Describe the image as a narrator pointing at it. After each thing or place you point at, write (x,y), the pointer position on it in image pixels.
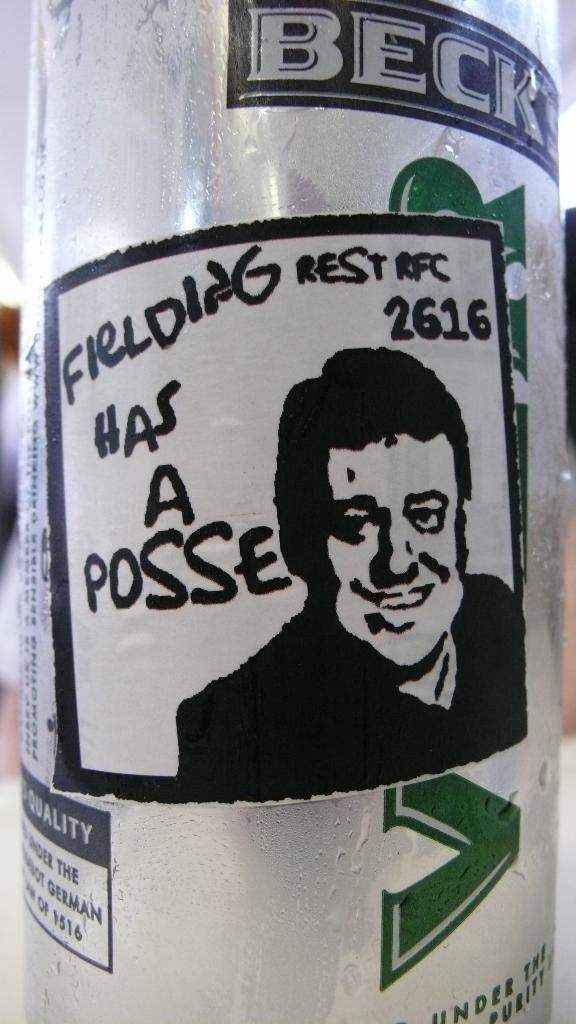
In this picture there is a bottle (332,148) and there is a picture (298,594) of a man (321,587) on the bottle (308,857).
